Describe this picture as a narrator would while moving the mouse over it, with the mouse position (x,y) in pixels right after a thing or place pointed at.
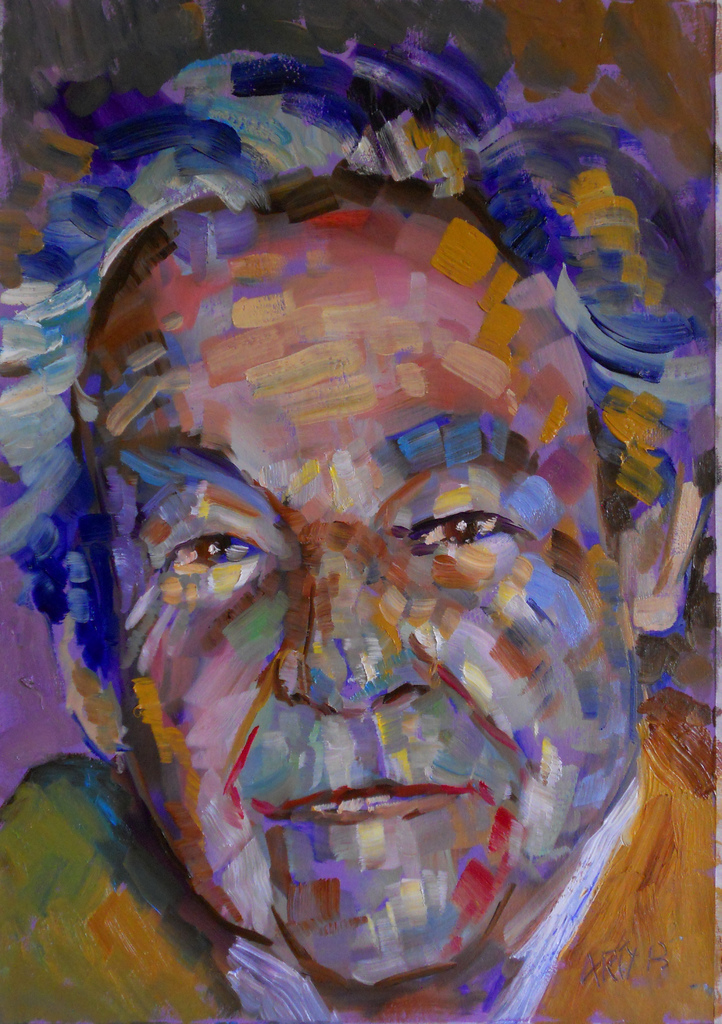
In this picture, we can see an art (299,439) of a person (392,517).
